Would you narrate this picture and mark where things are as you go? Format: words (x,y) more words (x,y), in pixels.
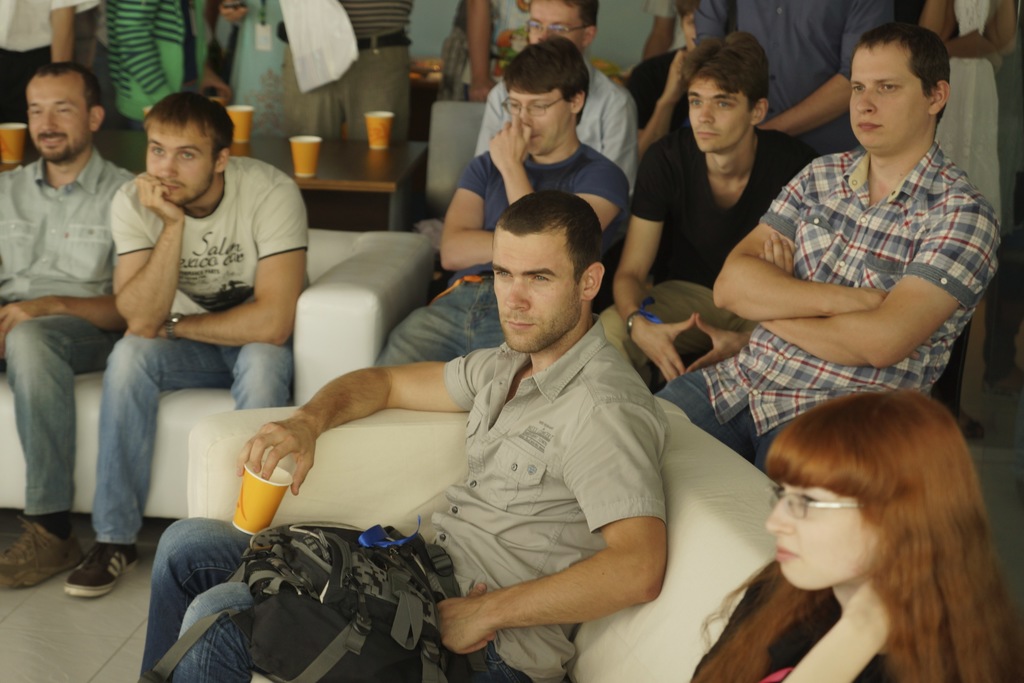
In this image there are people (681,344) sitting on sofas (326,342), in the background (393,153) there is a table (380,155), on that table (378,156) there are cups (302,161) and few people (136,33) are standing.
